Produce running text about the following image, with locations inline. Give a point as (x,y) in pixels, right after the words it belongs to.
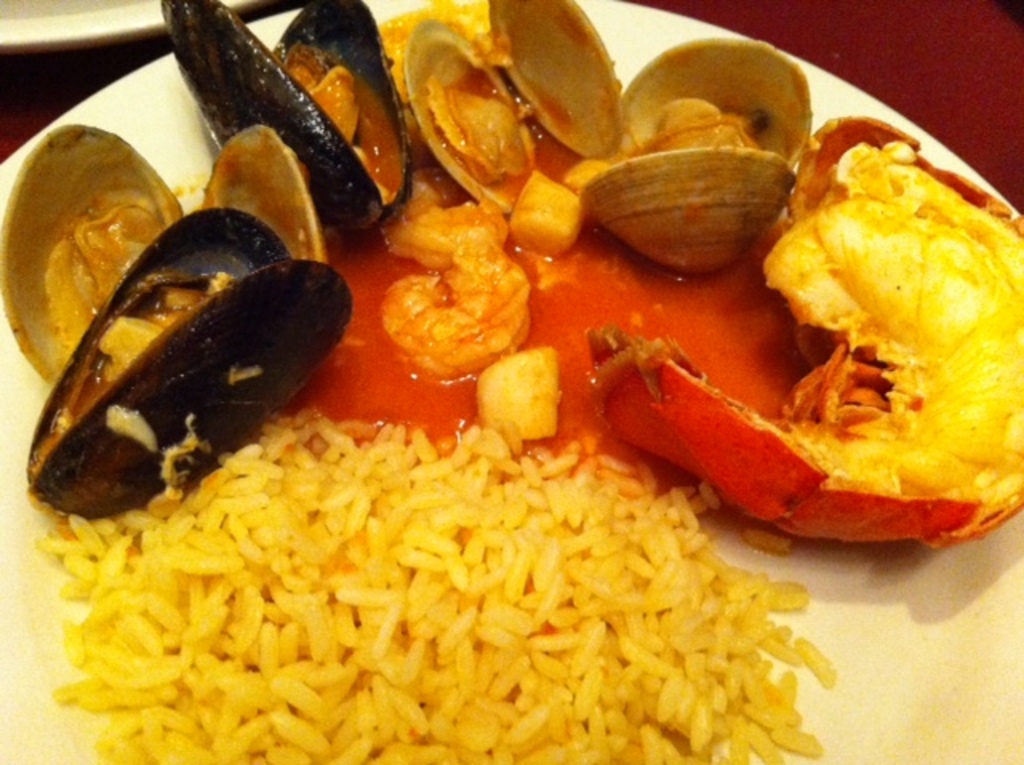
In this picture there is a plate (997,748) in the center of the image (397,457), which contains food items (602,312) in it.
